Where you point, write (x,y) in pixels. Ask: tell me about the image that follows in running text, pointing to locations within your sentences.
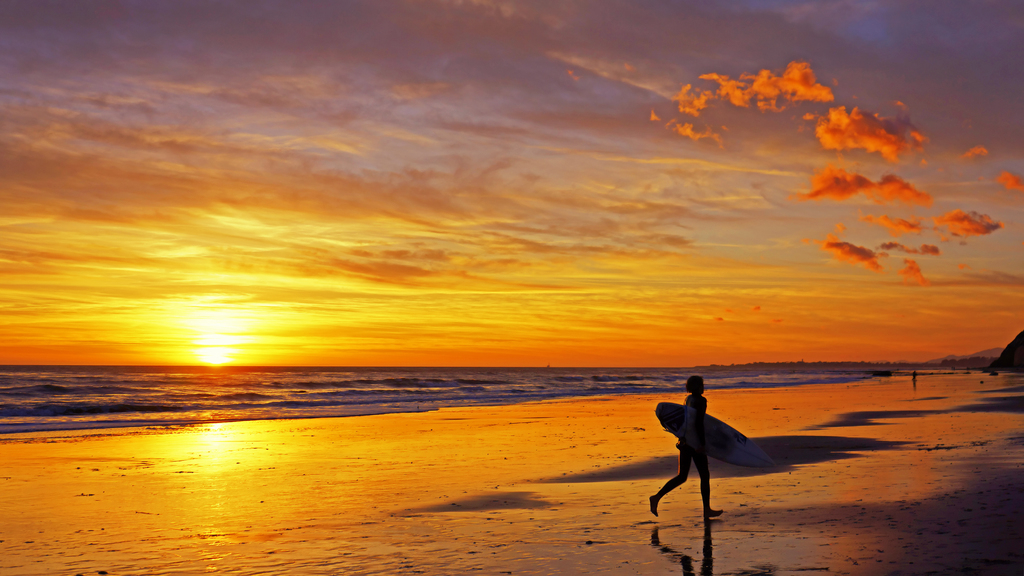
There is a person (698,461) holding a surfing board (733,443) and walking on the sea shore (452,452). In the back (236,417) there is water (210,409). Also there is sky (424,164) with clouds (426,174) and sun (208,347).
